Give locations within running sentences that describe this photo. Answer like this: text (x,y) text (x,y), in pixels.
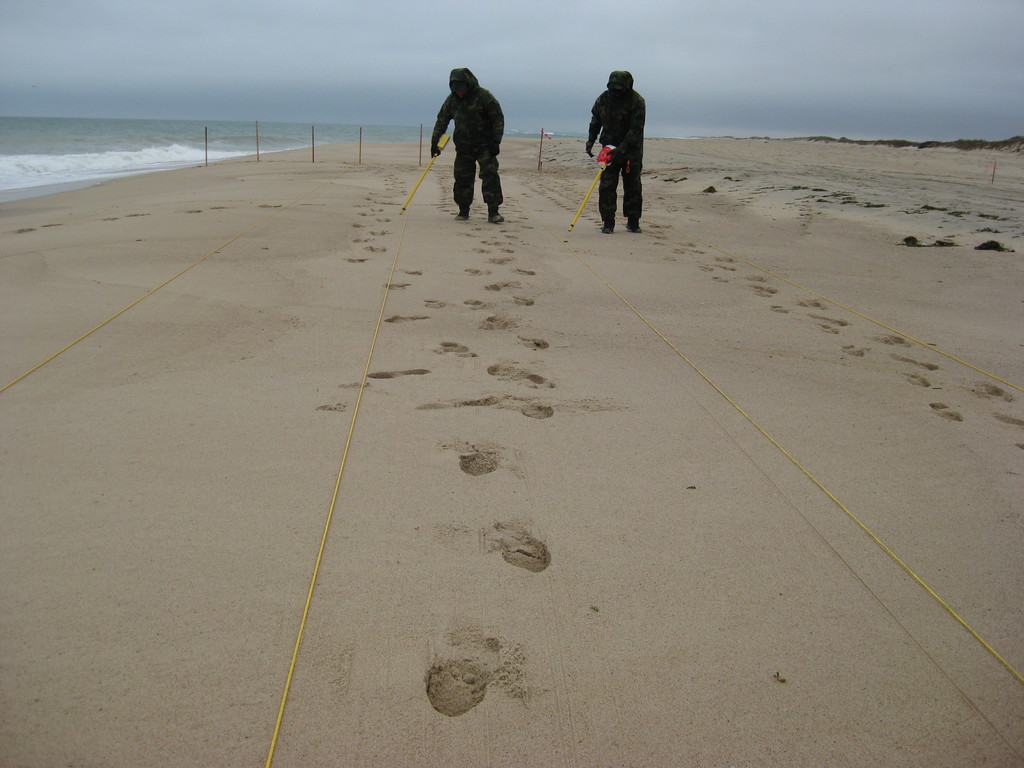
The picture is clicked on the beach (392,257). In the foreground (412,287) there are ropes (32,370) and sand (481,210). In the center of the picture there are two persons (469,143) walking. In the background (220,129) there is a water body (199,134) and sand (688,149). The sky (416,38) is cloudy.
